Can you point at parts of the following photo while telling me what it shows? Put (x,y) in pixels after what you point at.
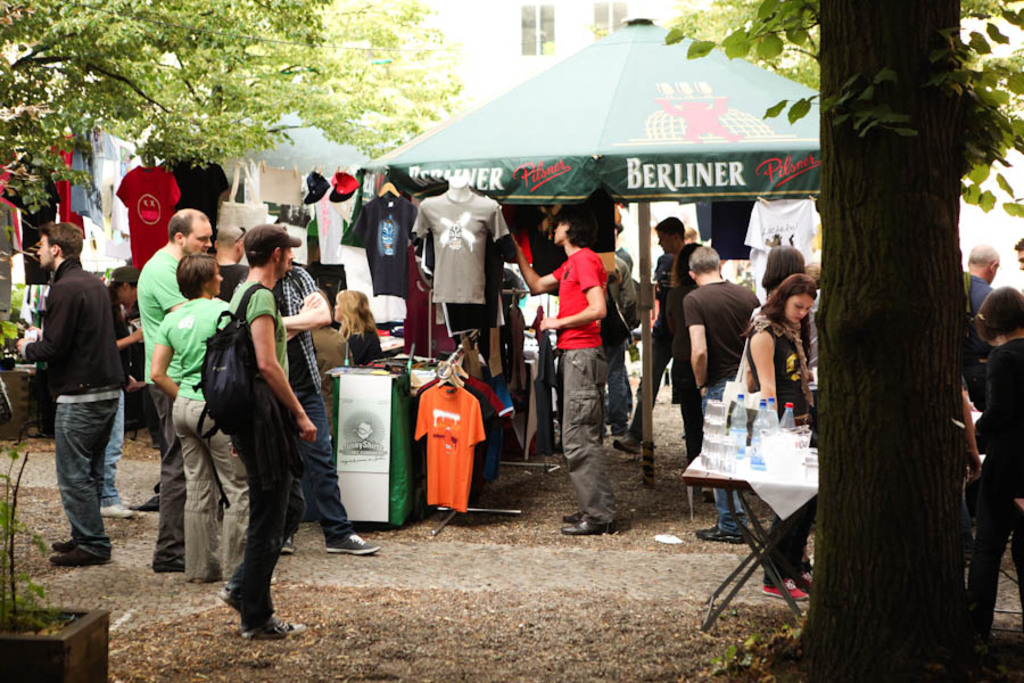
In this picture I can observe some people (320,423) standing on the land (143,448). There is an green color umbrella (636,145). I can observe some T shirts (129,198) hanged to the hangers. There are men (698,331) and women (768,331) in this picture. In the background (320,62) there are trees (98,67) and a building (477,21).
